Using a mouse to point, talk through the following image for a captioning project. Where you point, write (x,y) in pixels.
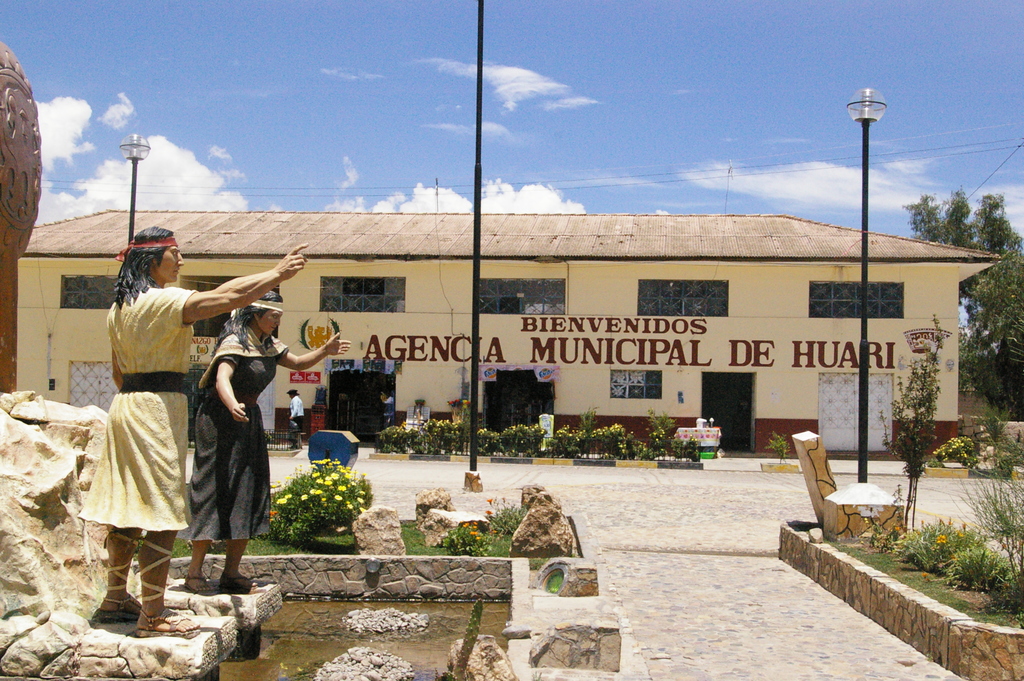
In this image I can see two people statues (237,286) in different colors. Back I can see a building (744,295), windows (707,288), doors (741,411), signboards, light poles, trees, wires (440,263) and small-plants (678,442). The sky (724,177) is in blue and white color.
